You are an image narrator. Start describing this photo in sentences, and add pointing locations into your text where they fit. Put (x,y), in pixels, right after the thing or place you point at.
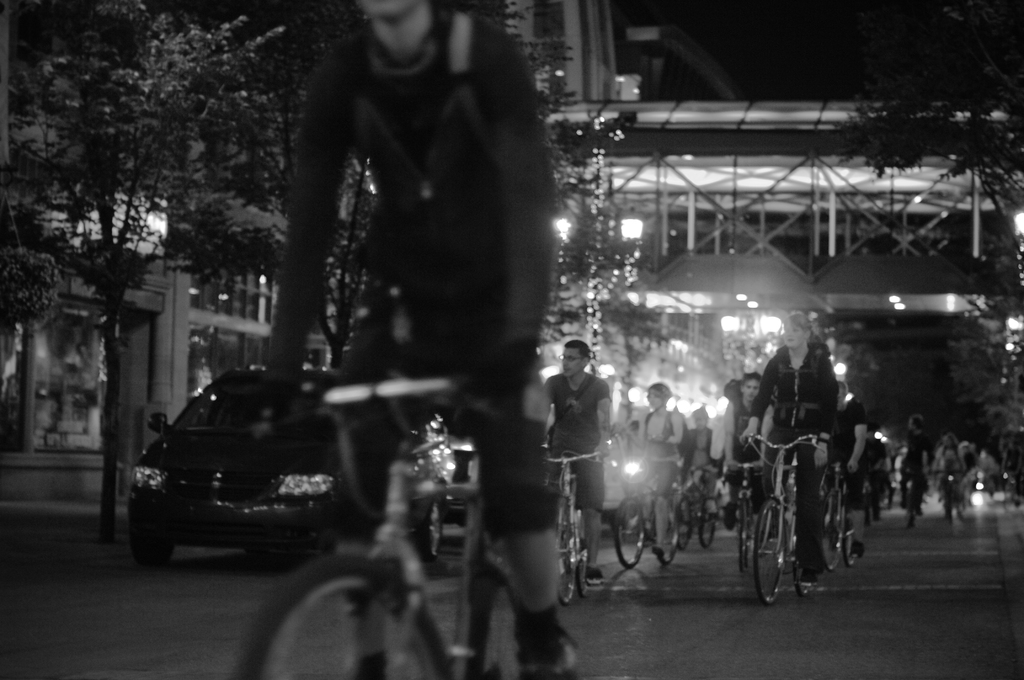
There are so many people (484,513) riding a bicycle (471,513) under the bridge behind them there is a building (11,418) and a car (238,484) parked under the trees (153,58).
